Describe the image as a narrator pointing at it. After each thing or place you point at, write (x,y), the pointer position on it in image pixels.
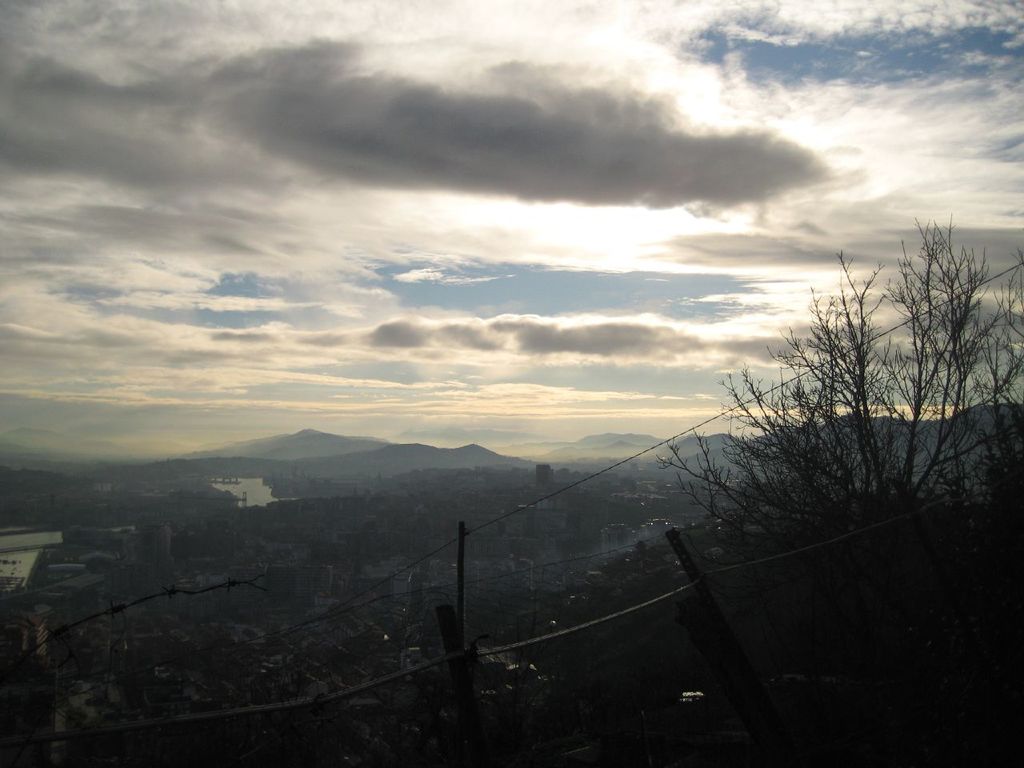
In this image there are trees (846,554), buildings (194,607), hills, and in the background (429,290) there is sky (441,314).
